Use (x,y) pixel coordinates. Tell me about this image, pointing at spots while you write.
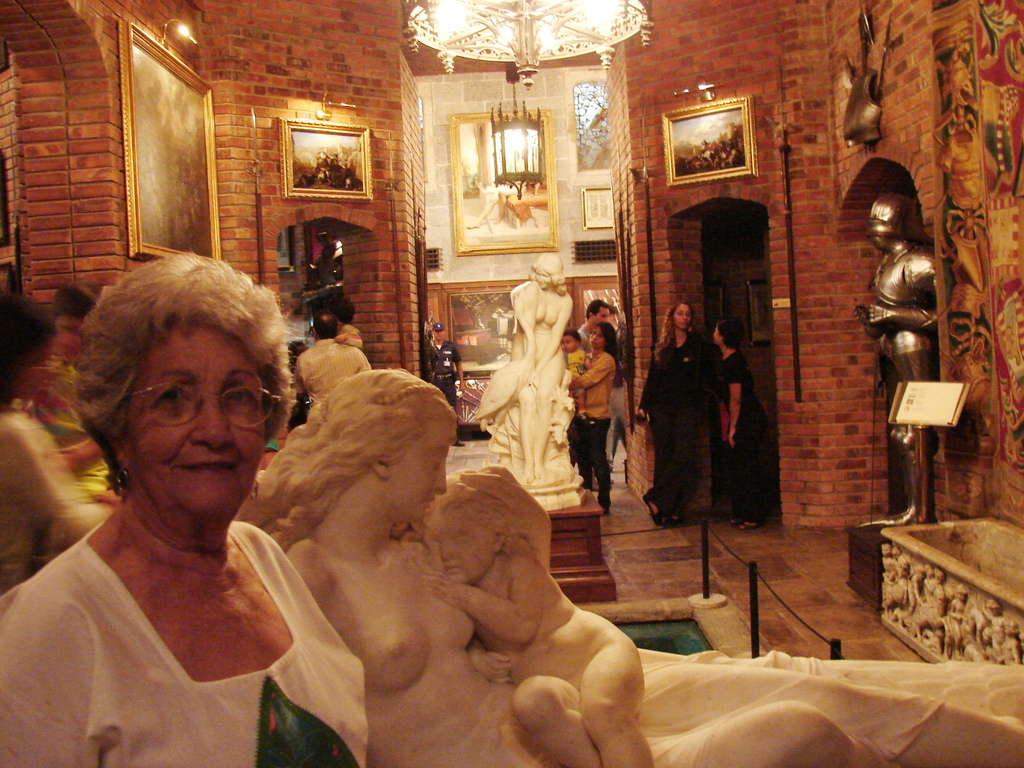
In this picture I can see there is a woman (158,446) standing, she is wearing a white dress (283,602) and she has spectacles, there is a statue (416,471) of a woman (402,439) and she is holding a child (576,611) behind her. There is another statue (534,365) of a woman (529,351) in the backdrop (533,417) and there are a few people (595,450) standing and there are few photo frames (309,187) placed on the wall (430,179), there are few lights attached to the ceiling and there is an Armour (909,372) at right side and in the backdrop (536,232) there are few more photo frames (498,308) and there is a security guard (439,328) standing.
